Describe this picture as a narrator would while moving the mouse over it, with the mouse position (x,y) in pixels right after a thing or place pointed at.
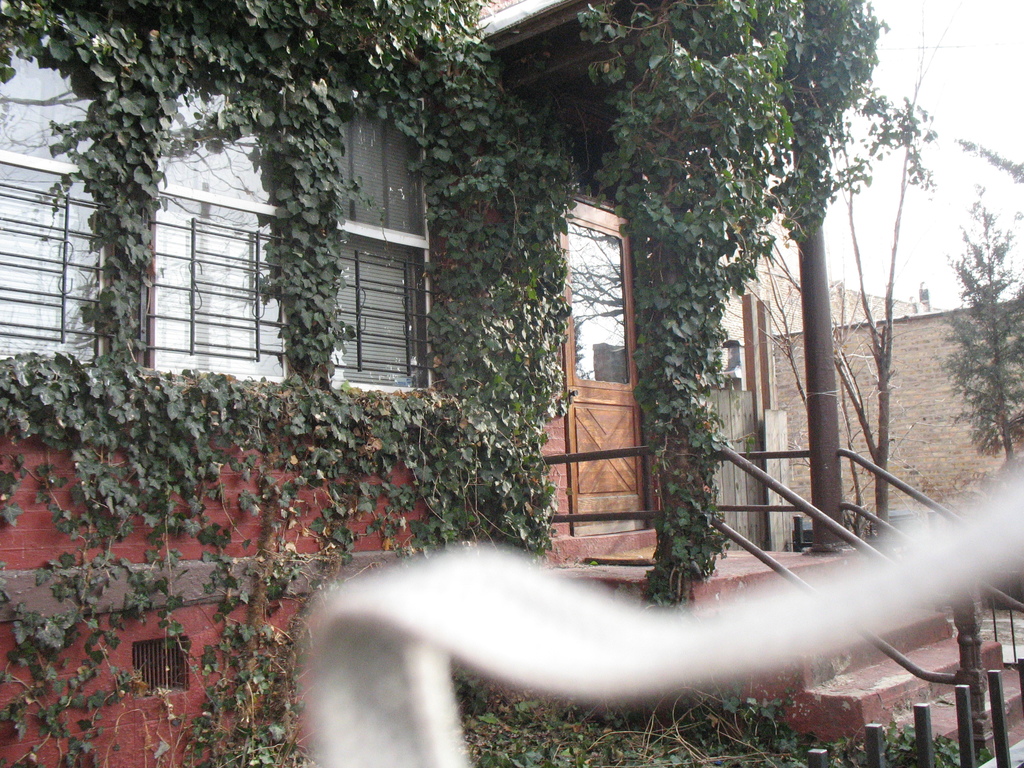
In this picture we can see a building (635,485) and trees (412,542) and we can see sky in the background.
